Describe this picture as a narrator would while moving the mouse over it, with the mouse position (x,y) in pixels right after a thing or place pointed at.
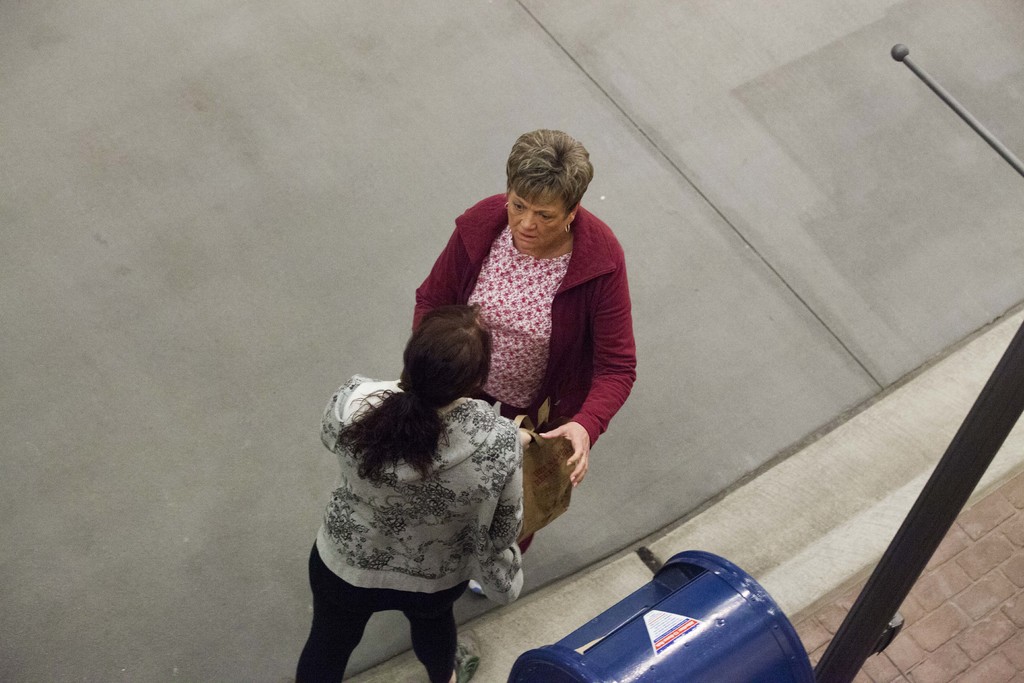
In the foreground of the picture (756,635), there is a blue object (730,635) and a pole (1022,383) is on the right (859,626). Beside it, there are two women (482,460) standing on the road (570,540) and a woman (523,439) is holding a bag (544,494).
